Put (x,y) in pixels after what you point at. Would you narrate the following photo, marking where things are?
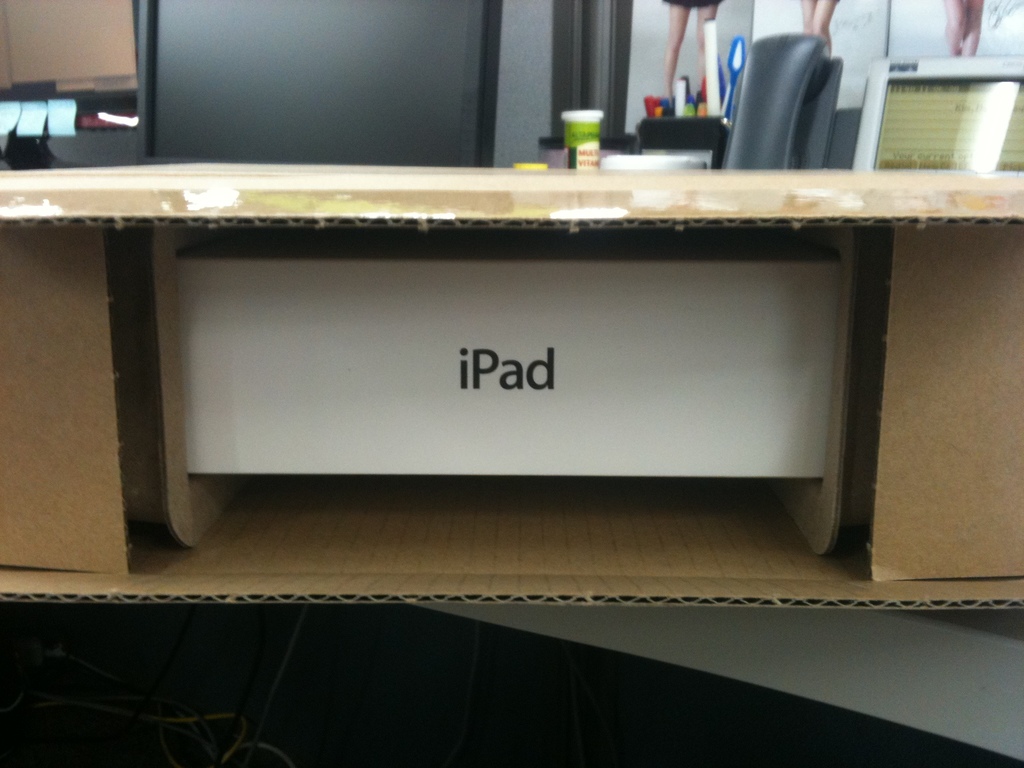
In the image we can see there is a cardboard box (56,358) in which there is an "iPad" (533,418). Behind there is a monitor (398,87) and pen stand (710,128) kept on the table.
